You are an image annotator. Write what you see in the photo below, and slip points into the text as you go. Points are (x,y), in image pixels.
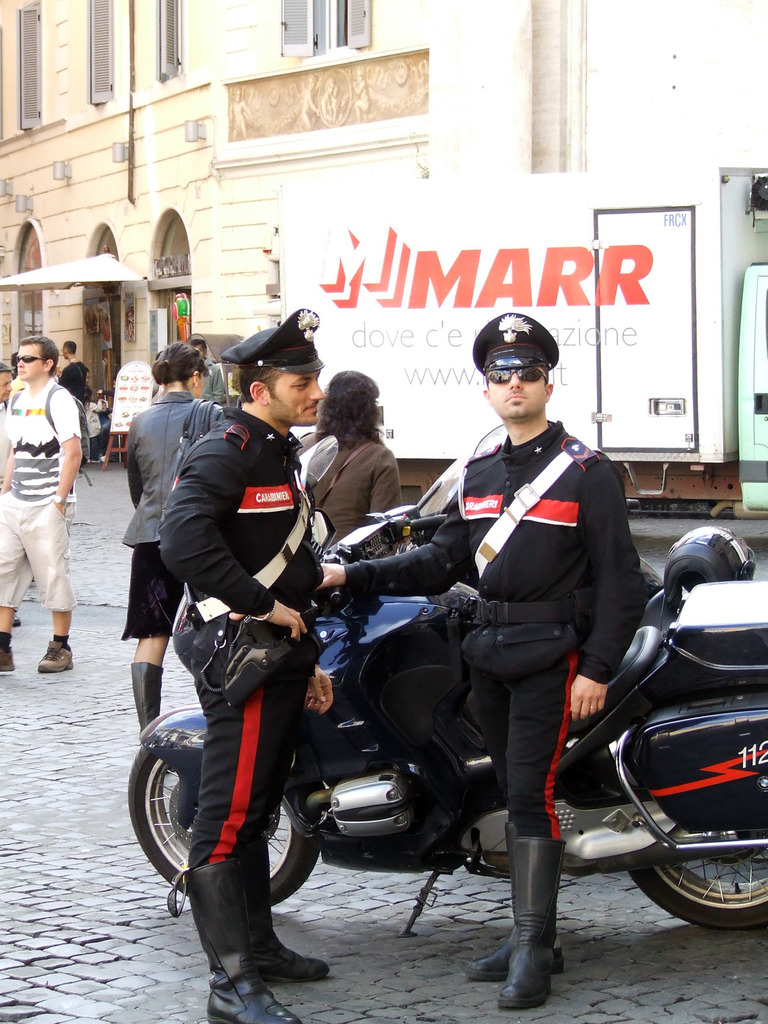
In the center of the image (266,473) there are police officers (308,673) standing near a bike (369,841). In the background of the image (138,42) there is a building (224,70). There are windows (159,41). There are people (43,358) walking on the road (62,708). In the background of the image (481,390) there is a truck (596,216).
